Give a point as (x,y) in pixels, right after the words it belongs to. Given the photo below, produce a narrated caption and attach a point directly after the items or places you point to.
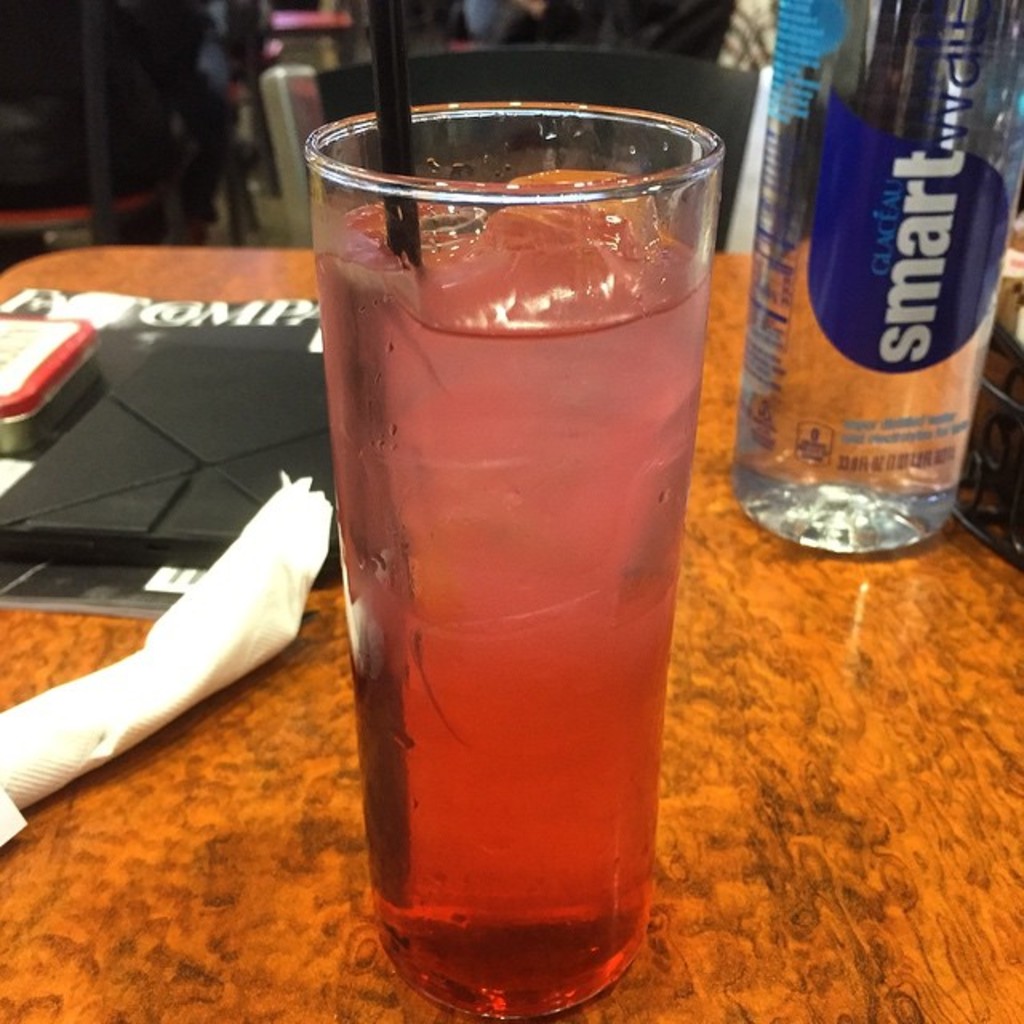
In this image I can see a glass (451,507) with some liquid (498,523) in it. On the right side (831,416) there is a water bottle (960,240) on the table (799,850).
